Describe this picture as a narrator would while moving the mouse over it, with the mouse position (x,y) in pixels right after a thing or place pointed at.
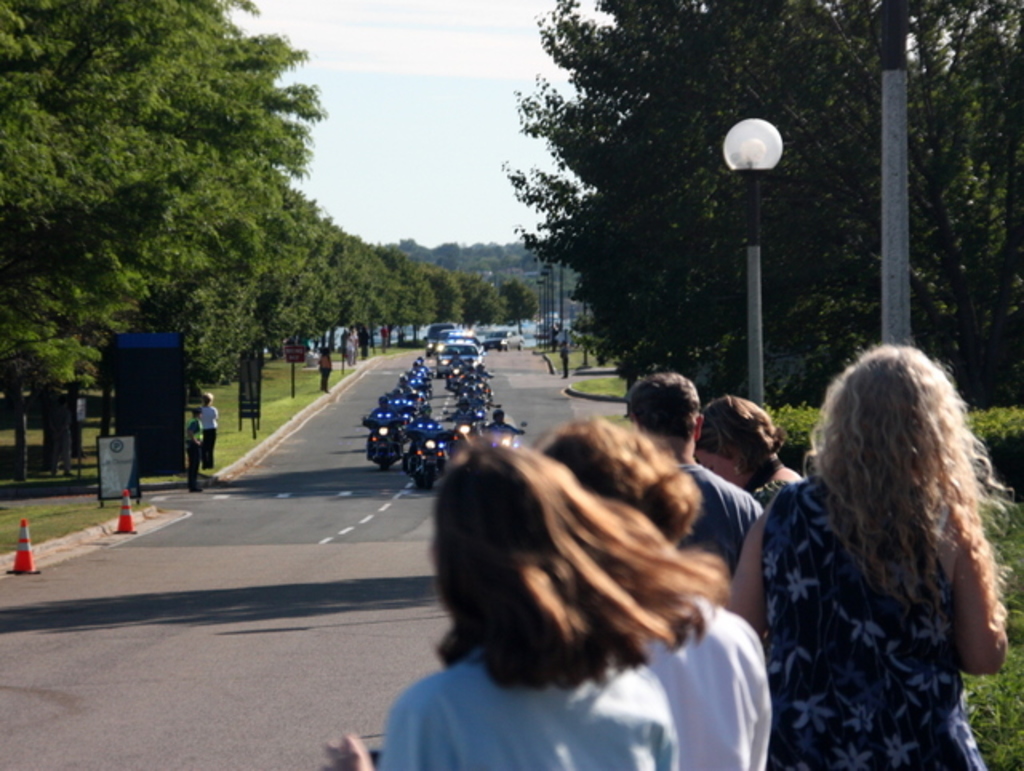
In the image we can see there are people (625,607) standing on the road (187,625) and there are people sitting on the bikes (394,399). There are cars (467,345) parked on the road (580,375) and there are traffic cones (121,507) kept on the road (178,532). There are lot of trees (126,267) on both the sides and there is a clear sky (422,189).
